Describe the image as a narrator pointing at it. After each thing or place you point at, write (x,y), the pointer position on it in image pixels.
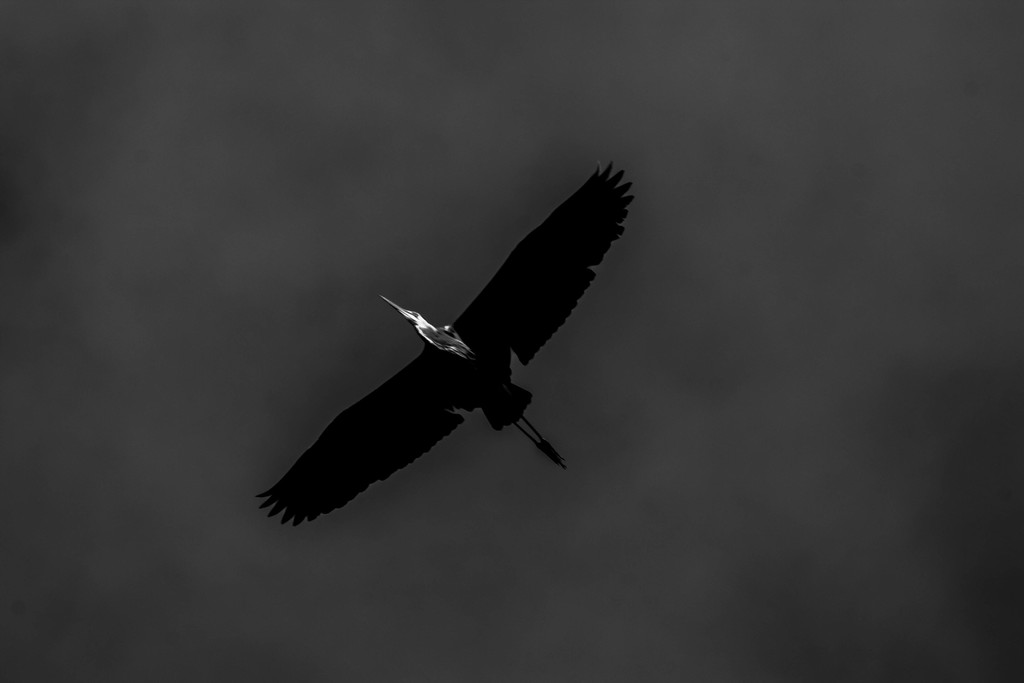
In this picture I can see a bird (576,195) flying and I can see sky (456,237) in the background (279,239).
